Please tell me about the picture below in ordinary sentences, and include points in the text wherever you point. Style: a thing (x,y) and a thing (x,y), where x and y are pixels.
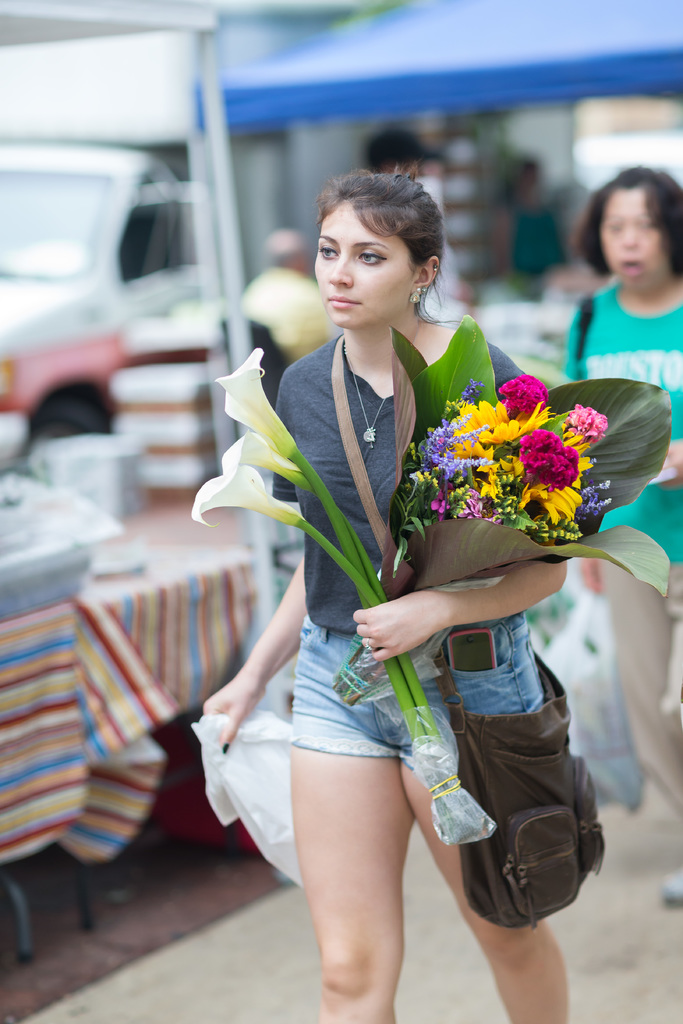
In this image we can see a woman (371,950) is walking, she is carrying flower bouquets (400,560) in her hand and one cover (257,789) in the other hand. She is wearing grey color t-shirt (334,437) with shorts (369,743) and holding brown bag (527,802). Behind her one more woman (622,366) is there, she is wearing green color t-shirt (638,337). Left side of the image (130,228) one table (174,571) and vehicle (111,218) is present.
